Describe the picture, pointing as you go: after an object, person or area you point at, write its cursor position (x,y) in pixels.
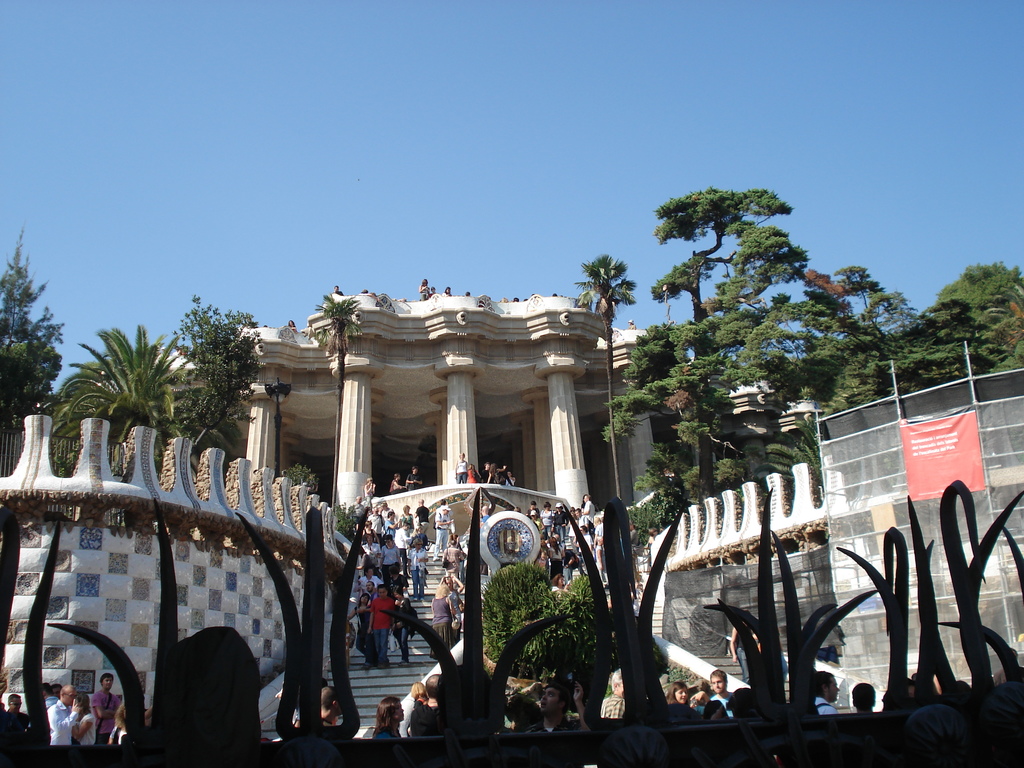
In this picture I can see a building (285,557), around I can see so many people (373,548) and some trees (233,431).
